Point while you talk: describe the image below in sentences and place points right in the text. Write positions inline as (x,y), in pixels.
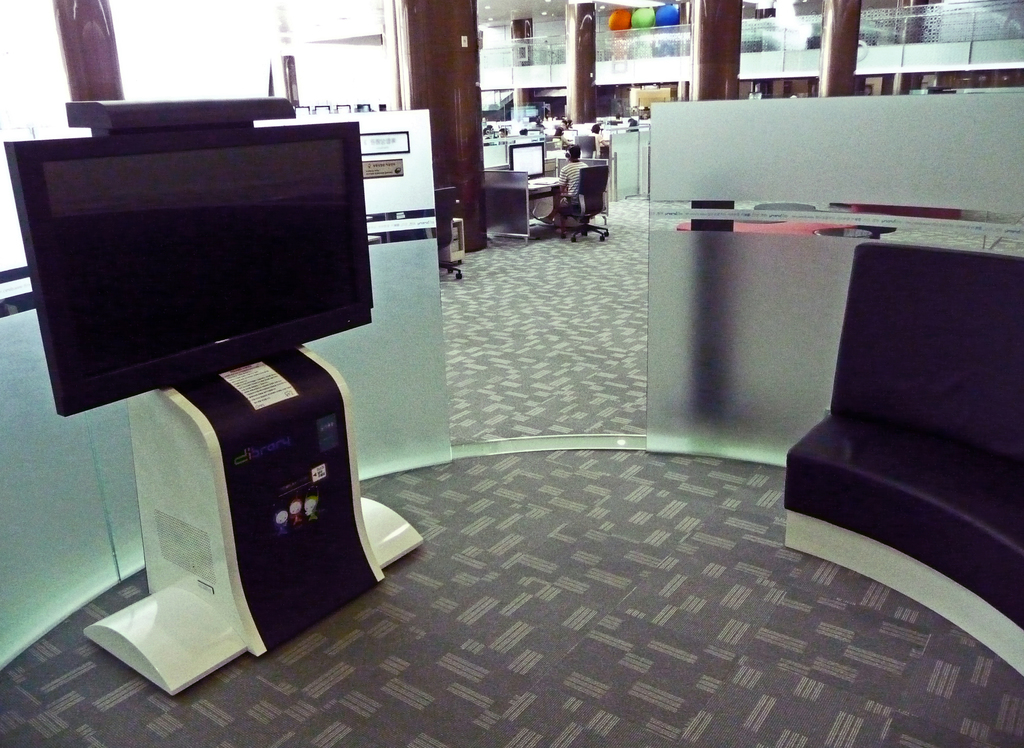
In this picture we can see a machine (242,466) and a sofa (920,456) on the floor (557,588). In the background (719,53) we can see a person (574,193) sitting on a chair (590,197), glass walls (390,243), pillars (470,44), monitors (534,161), railing (528,64) and some objects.
